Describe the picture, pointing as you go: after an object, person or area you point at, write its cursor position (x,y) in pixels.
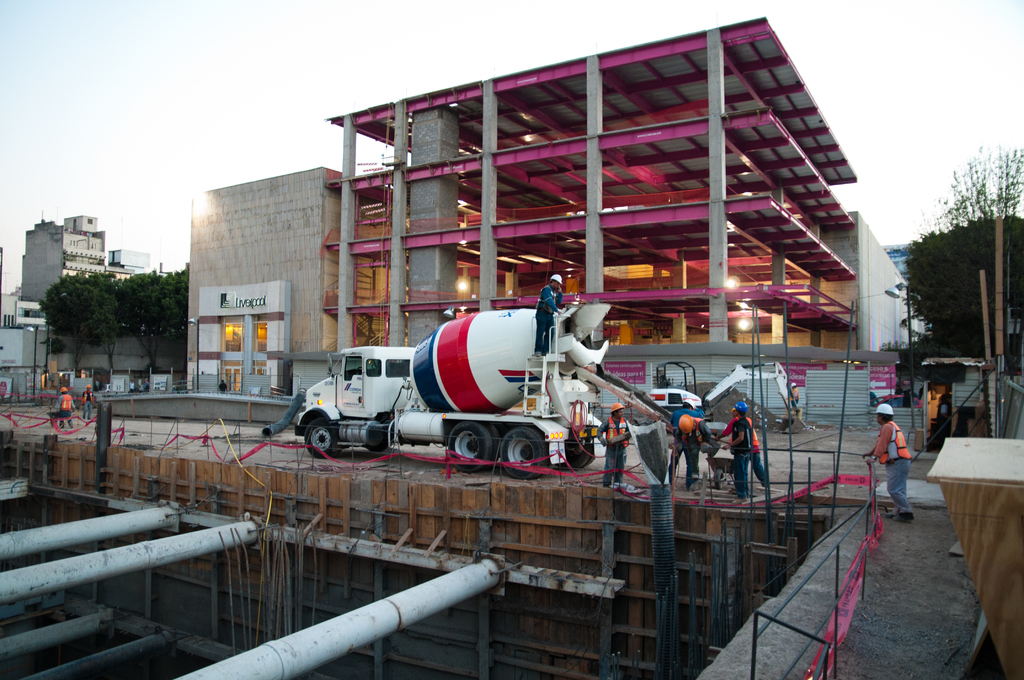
In this image, we can see few people (622,476), vehicles (513,475), wooden objects (684,560), poles (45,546), pipes (268,657), rods (824,642) and few things (812,490). Background (208,230) we can see buildings (514,273), walls (224,290), trees (961,267), pillars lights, poles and sky (161,38).
